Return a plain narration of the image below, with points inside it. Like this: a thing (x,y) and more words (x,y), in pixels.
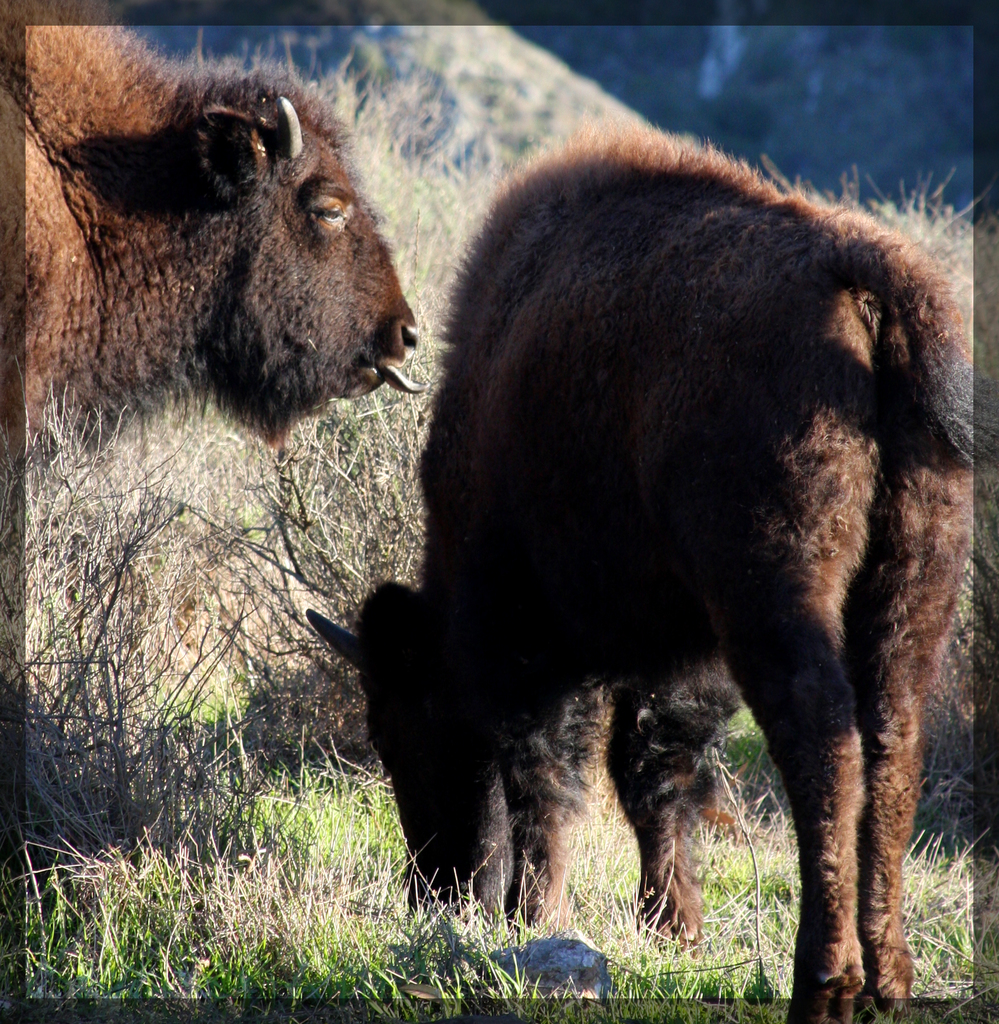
In this image there is one bison (553,725) on the right side of this image (708,545) and there is one another bison (175,355) on the left side of this image (106,298). There are some bushes (223,803) and grass (363,832) in the background (324,469). There is a frame (819,4) as we can see on the edges of this image.
